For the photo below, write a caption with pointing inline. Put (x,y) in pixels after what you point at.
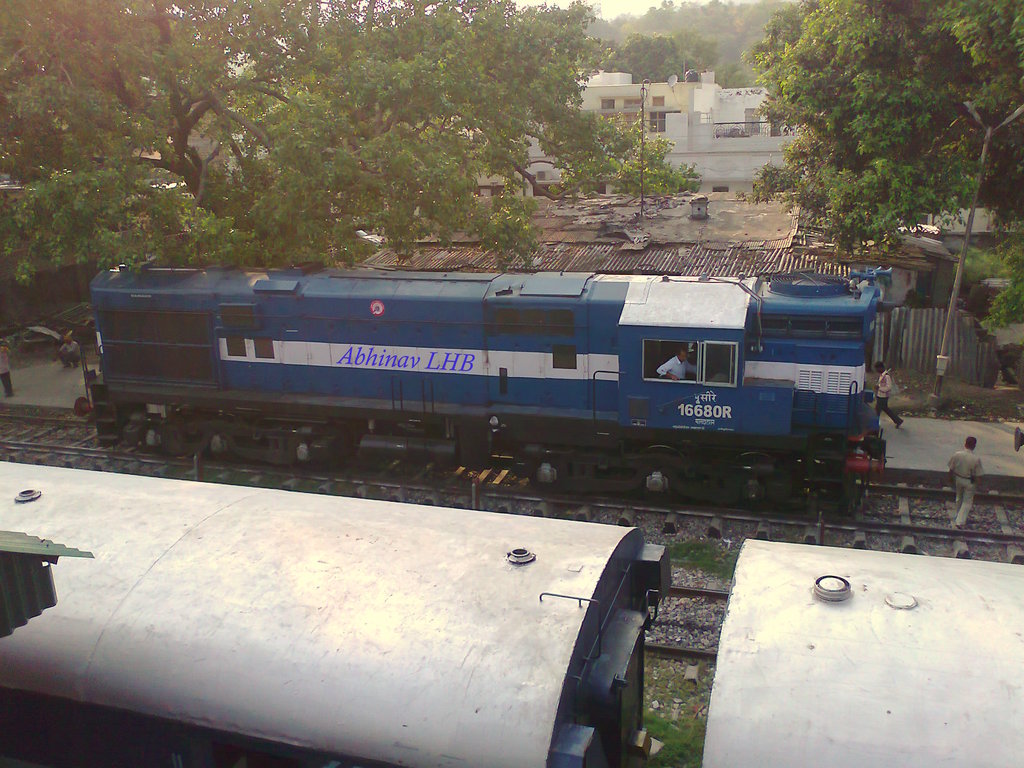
In this picture we can see trains (429,613) on the railway track (705,702) and some people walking on the path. Behind the trains (401,387) there are buildings (732,149), trees (550,113) and a sky (616,6).
